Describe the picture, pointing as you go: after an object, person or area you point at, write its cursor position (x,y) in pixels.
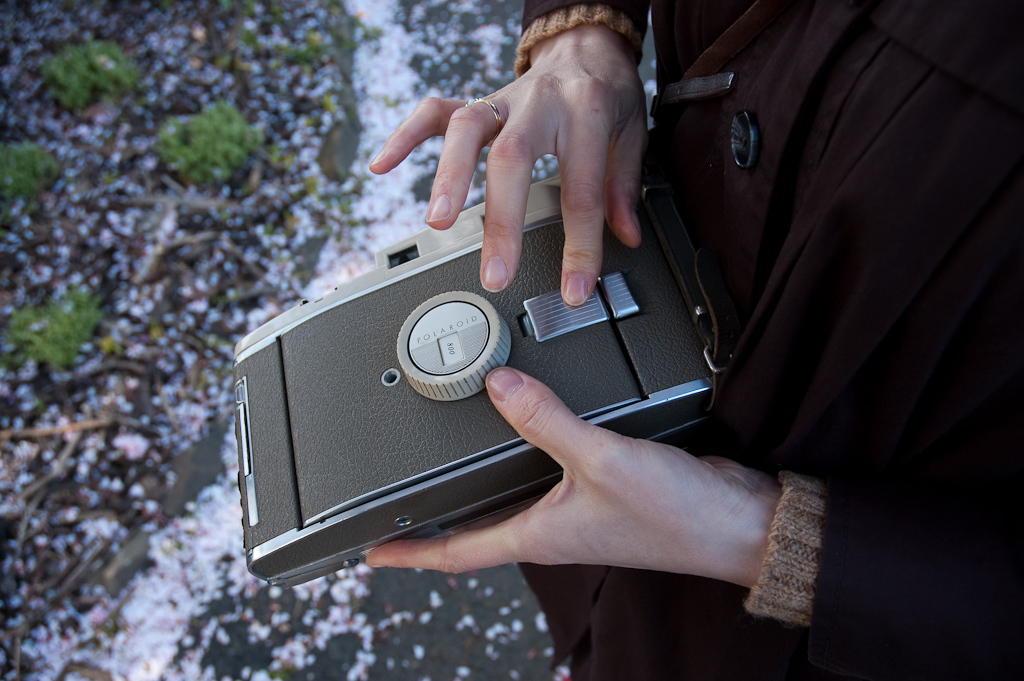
On the right side (851,584) there is a person (675,138) holding an object (496,504) with the hands (626,136), on the left side (295,59) there it is blurred.
